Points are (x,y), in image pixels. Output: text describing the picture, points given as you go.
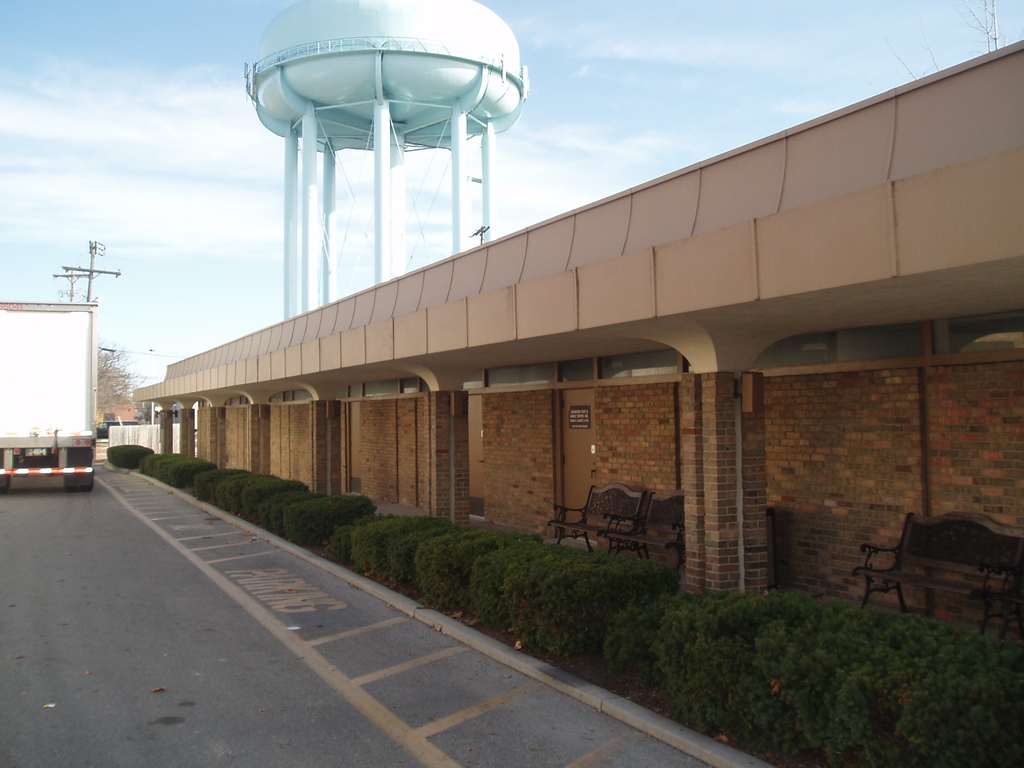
In this image I can see the road (102,645), a truck (59,451) which is white in color on the road (184,625), few plants (218,480) which are green in color, few benches (675,525), a wall (804,492) which is made of bricks (620,465), few pillars (719,413) and the building (476,326). In the background (479,84) I can see a huge water tank (388,107) which is white in color, few trees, few poles (116,272) and the sky (131,178).
